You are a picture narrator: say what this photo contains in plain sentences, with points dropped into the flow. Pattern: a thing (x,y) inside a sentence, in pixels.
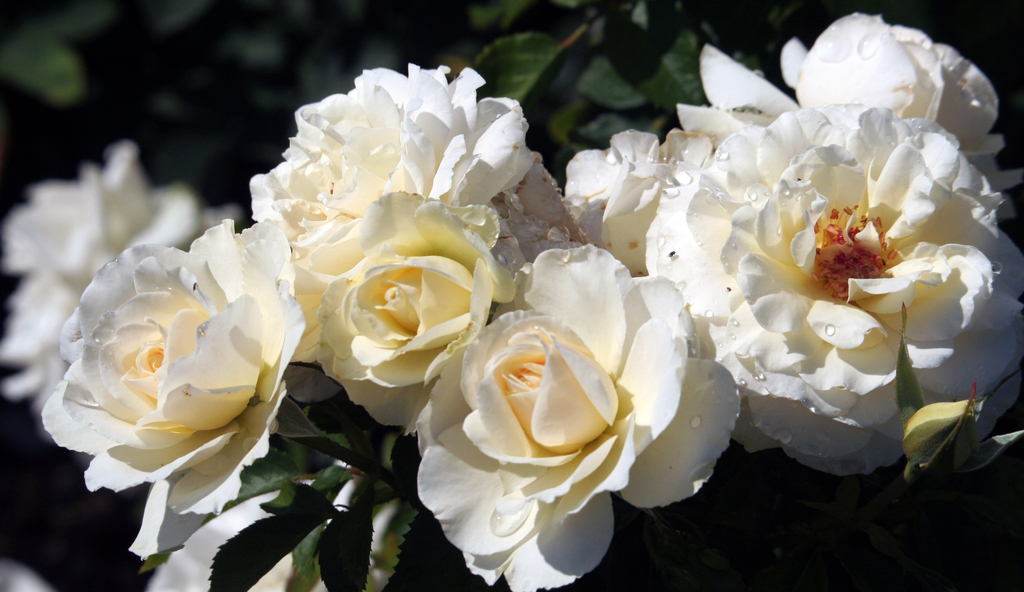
In this picture we can see flowers (235,418), bud (910,422) and leaves (232,582). In the background of the image (642,51) it is blurry.
